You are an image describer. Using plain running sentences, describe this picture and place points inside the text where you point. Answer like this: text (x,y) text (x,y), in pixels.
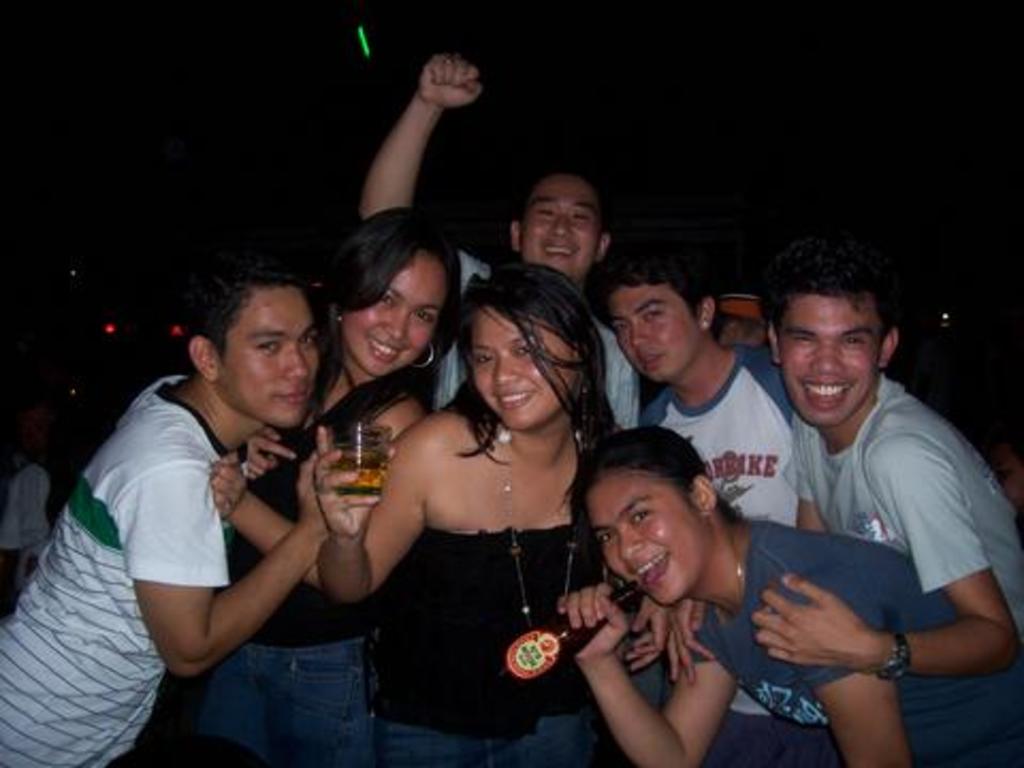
In this image we can see a group of people (550,481) standing. In that a woman (487,535) is holding a glass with beer (360,474) and the other is holding a bottle (542,633).
